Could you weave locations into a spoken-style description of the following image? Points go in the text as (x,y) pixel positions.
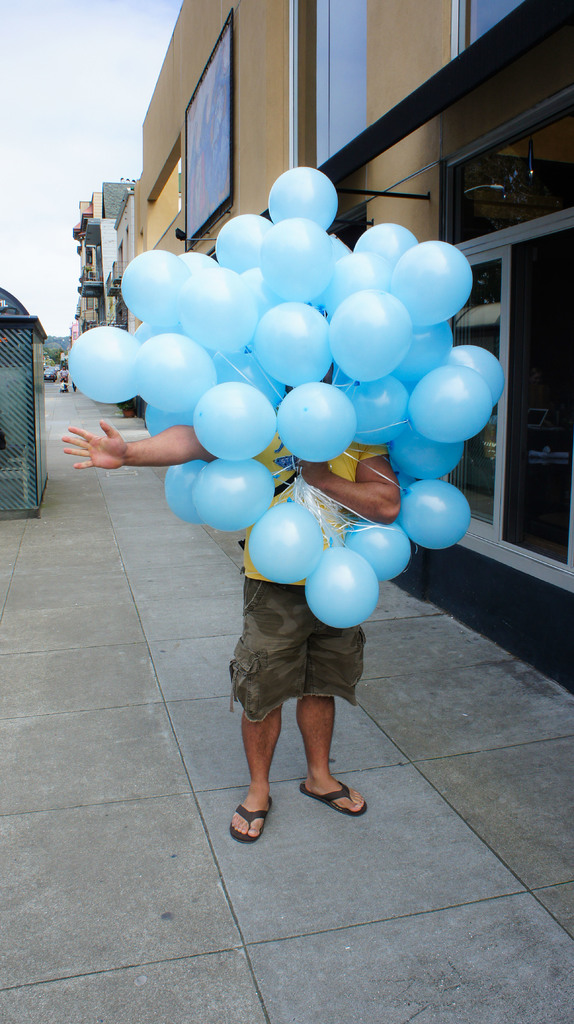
In this image we can see a person (310,686) standing on the ground (334,753) holding a group of balloons (297,555). On the backside (116,156) we can see some buildings (135,325) with windows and the sky (116,145) which looks cloudy.
